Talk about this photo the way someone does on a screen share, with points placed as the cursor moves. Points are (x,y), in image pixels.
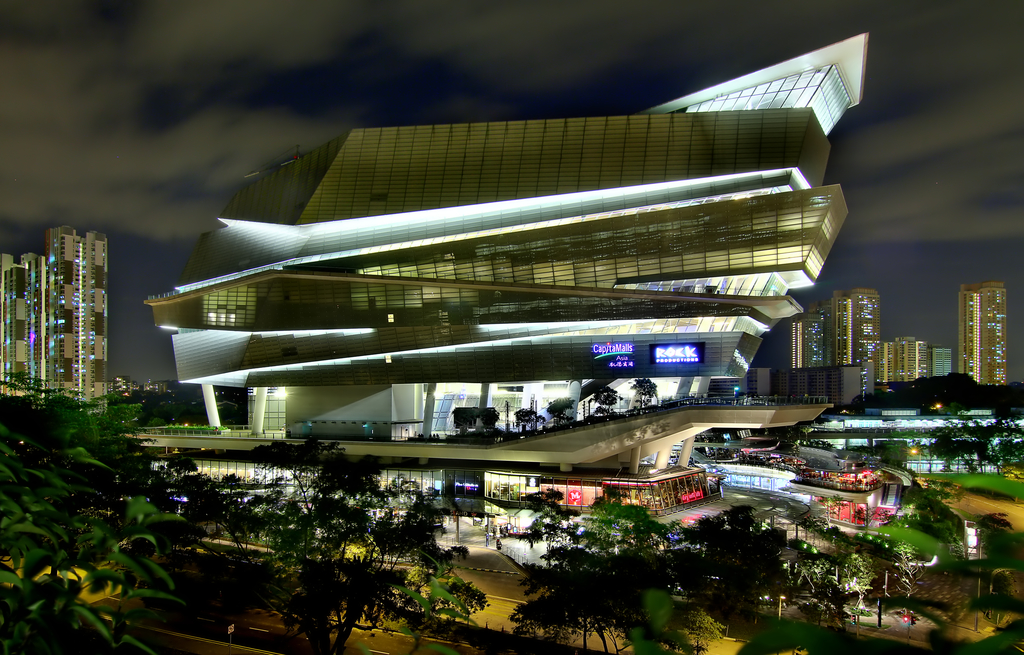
In this image we can see a few buildings (521,343) and there are some trees (149,502) and we can see the road (271,621) at the bottom of the image (895,628). At the top (223,78) we can see the sky (158,78) with clouds (923,147).
